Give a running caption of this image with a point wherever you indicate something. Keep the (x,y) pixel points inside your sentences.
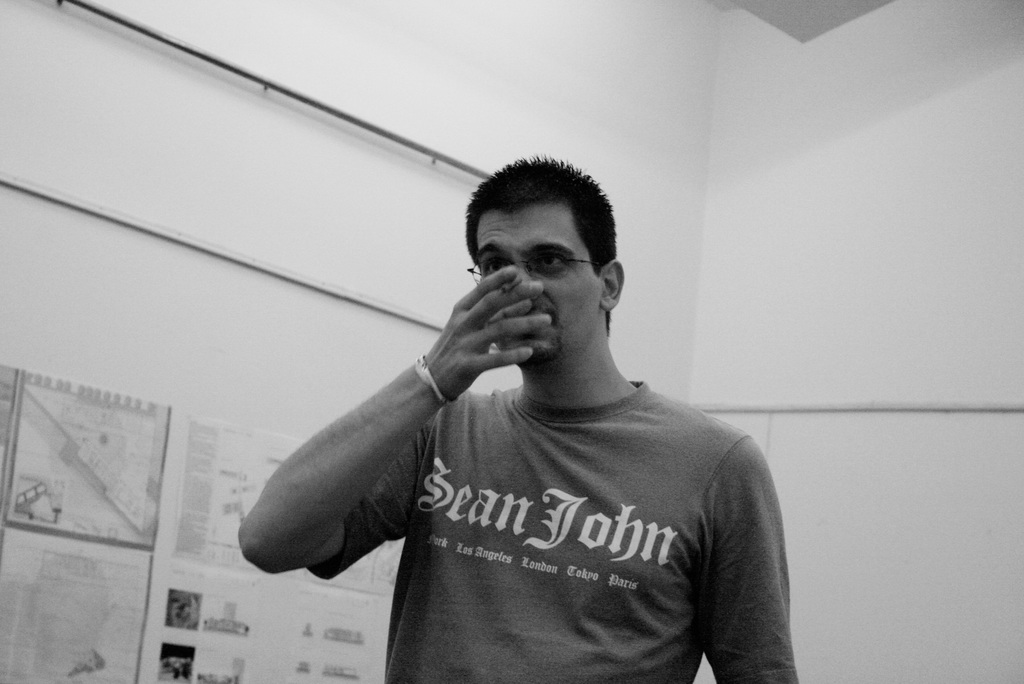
In this image I can see the person (513,508) with the dress (484,542). To the left (106,608) I can see the papers (81,513) attached to the wall (246,363). And this is a black and white image.
